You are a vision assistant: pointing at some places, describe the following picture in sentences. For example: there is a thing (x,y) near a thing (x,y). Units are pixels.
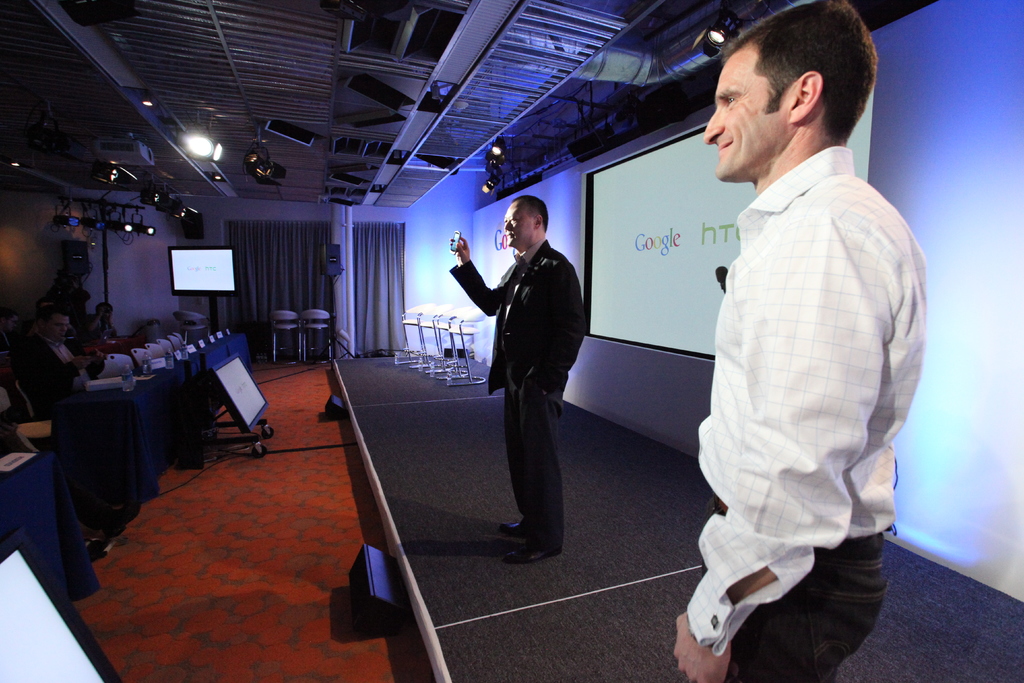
Few persons (103,304) are sitting, these two persons (539,329) are standing and this person (539,547) holding mobile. On the background (692,123) we can see wall (959,209), screen (688,218). On the top (728,3) we can see lights (726,19). We can see tables (133,423), televisions (8,616) on the floor (286,462).
